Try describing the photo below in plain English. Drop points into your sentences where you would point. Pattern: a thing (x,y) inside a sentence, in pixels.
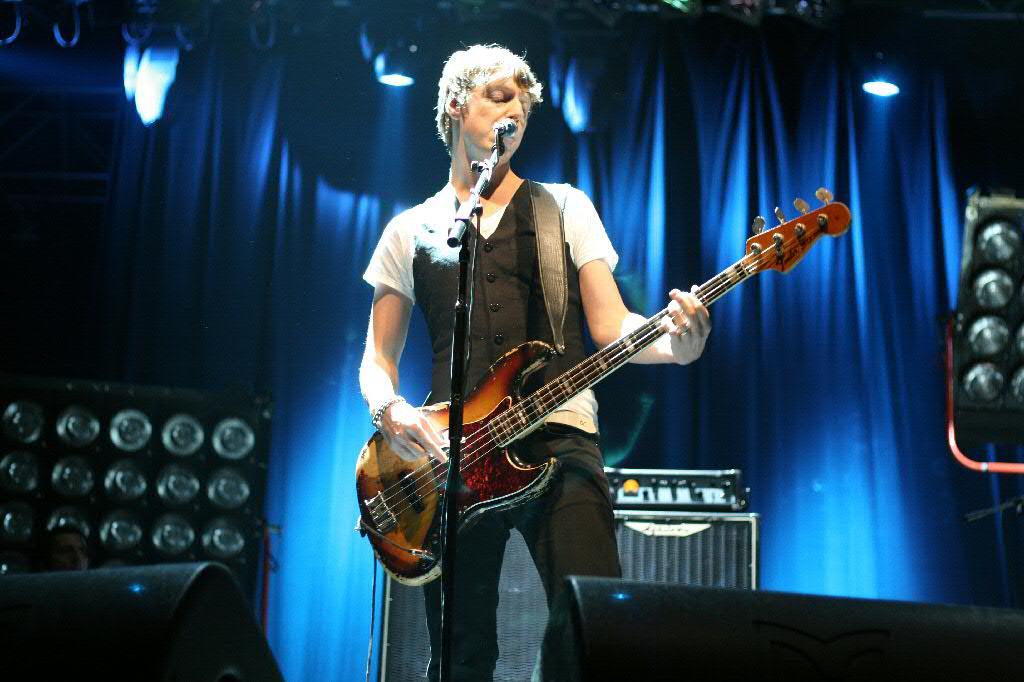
In this picture we can see man (525,338) holding guitar (535,356) in his hand (385,419) and playing it and singing on mic (464,305) and aside to him we have speakers (626,544), curtains (865,171), lights (82,469).
